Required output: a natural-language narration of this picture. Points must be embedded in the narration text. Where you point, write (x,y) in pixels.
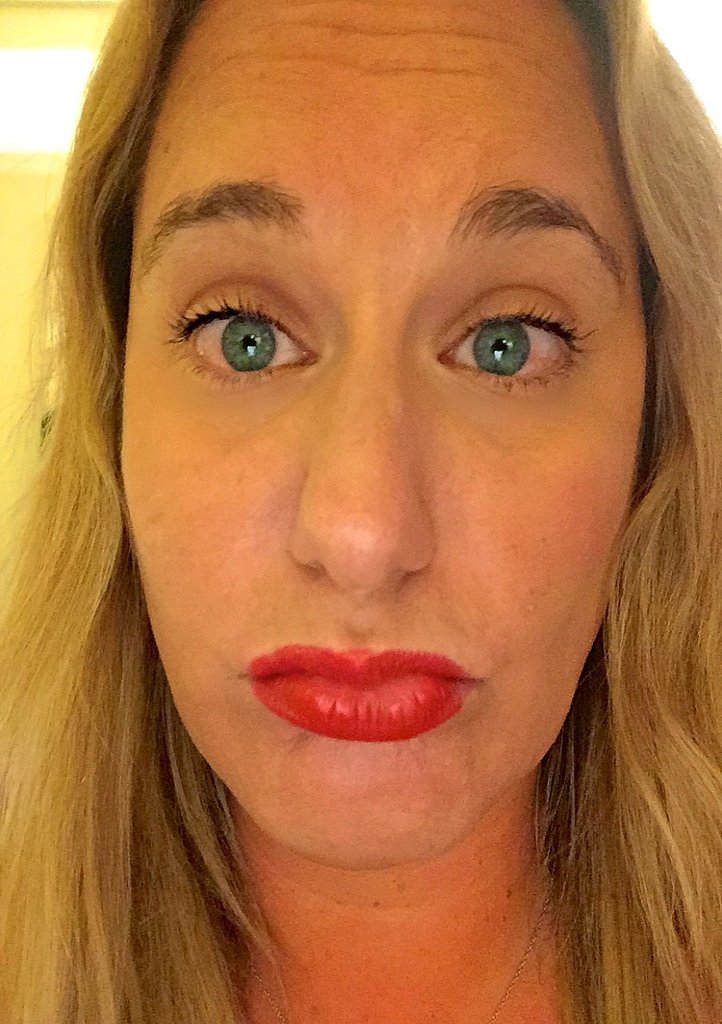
In this picture we can see a woman (542,727) and in the background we can see the wall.
